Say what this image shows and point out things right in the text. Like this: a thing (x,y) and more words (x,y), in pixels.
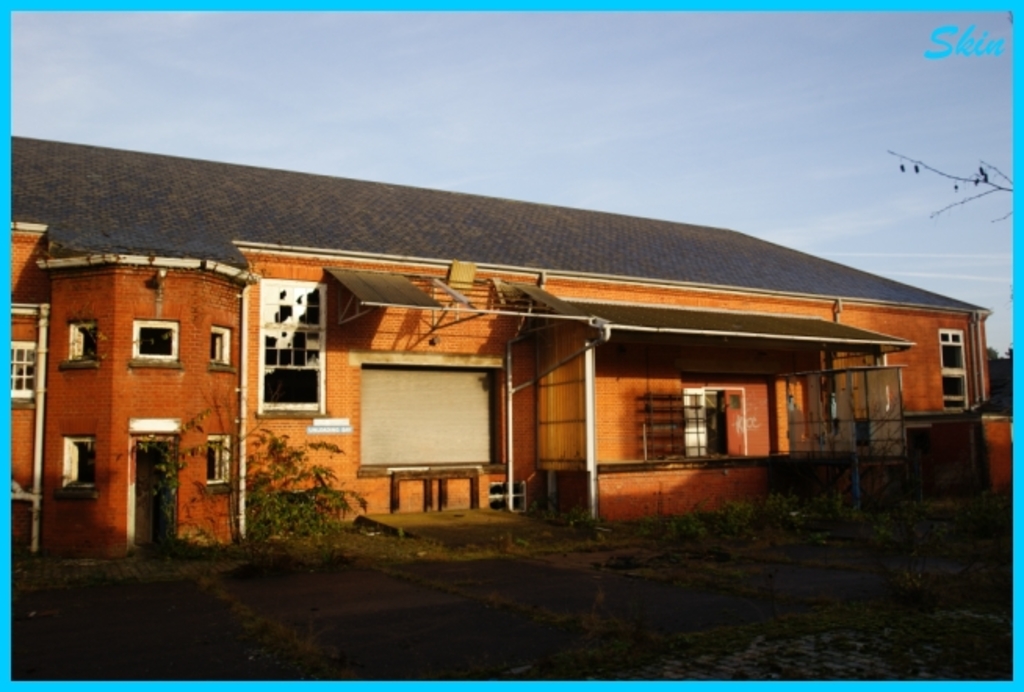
In this picture there is a house (391,223) in the center of the image (521,304) and there are broken windows (177,325) on it and there is greenery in the image.
